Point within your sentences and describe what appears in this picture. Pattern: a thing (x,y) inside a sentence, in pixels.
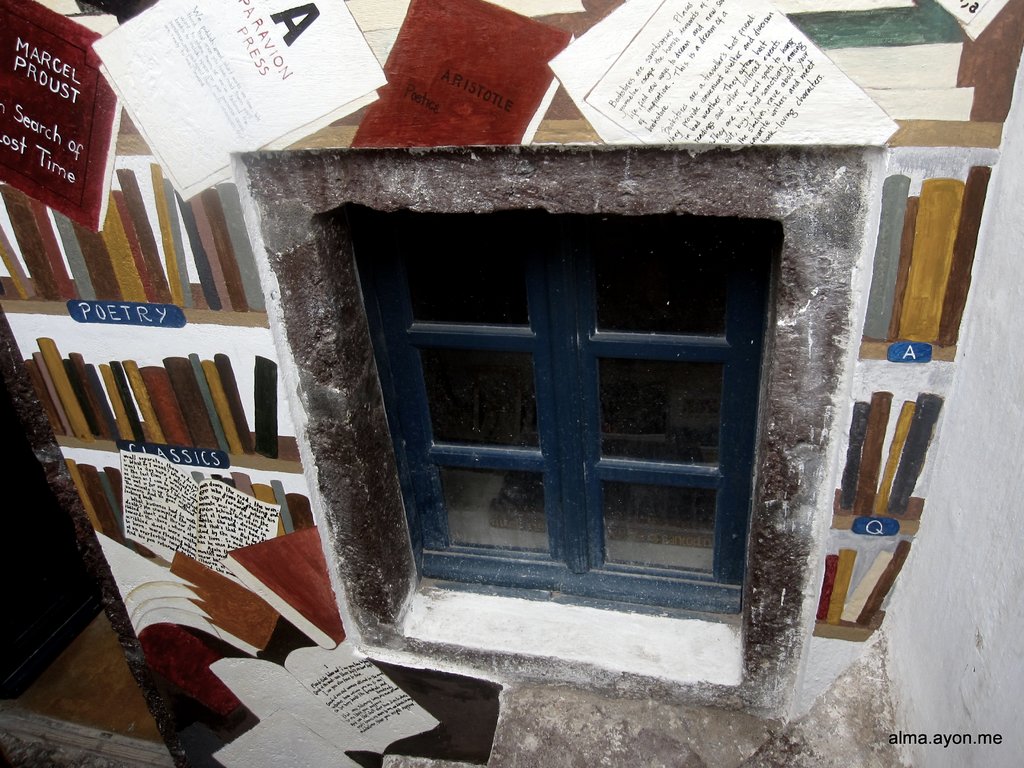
In the center of the image (497,464) there is a window (575,386) with glass doors (565,357). On the left side of the image (13,652) there is a door (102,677). There is a painting (376,97) on the wall (945,527). There is some text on the right side of the image (1002,740).
